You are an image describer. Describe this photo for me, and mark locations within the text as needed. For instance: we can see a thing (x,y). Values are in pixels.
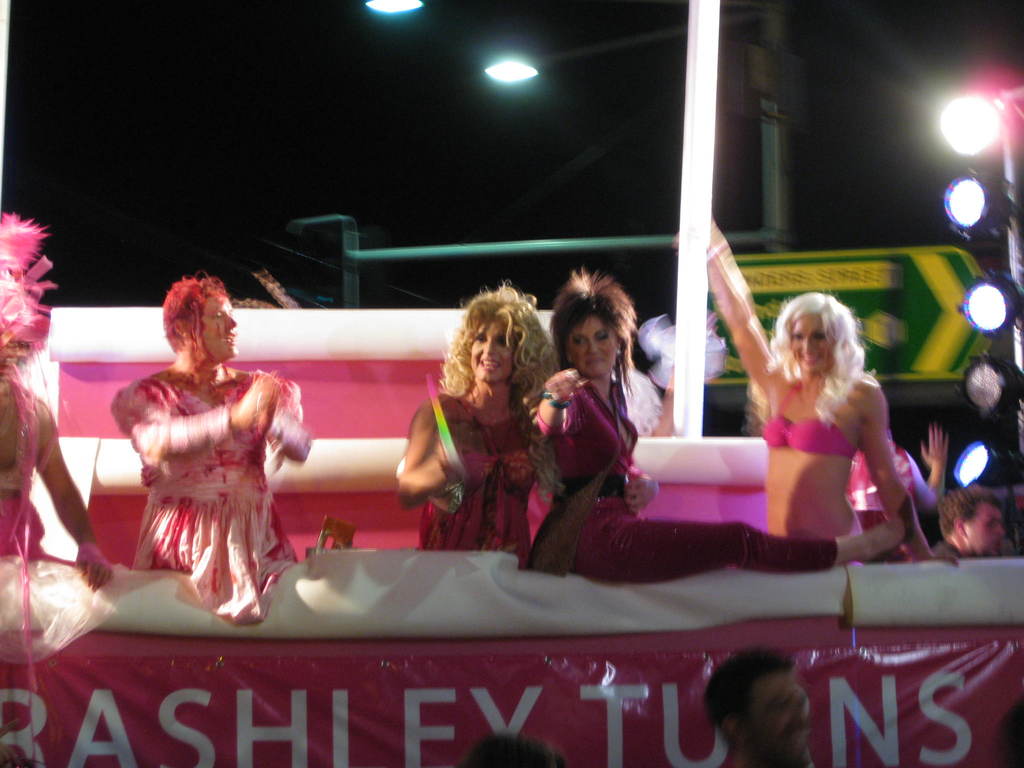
In the foreground of the picture (11,454) I can see a few persons (208,364) in the costumes (535,476). There is a woman (546,450) in the middle of the picture (512,297) and she is smiling. I can see the decorative lamps (990,110) on the right side (978,166) and at the top of the picture (385,9) as well. I can see a man (766,672) on the bottom right side (798,766).
